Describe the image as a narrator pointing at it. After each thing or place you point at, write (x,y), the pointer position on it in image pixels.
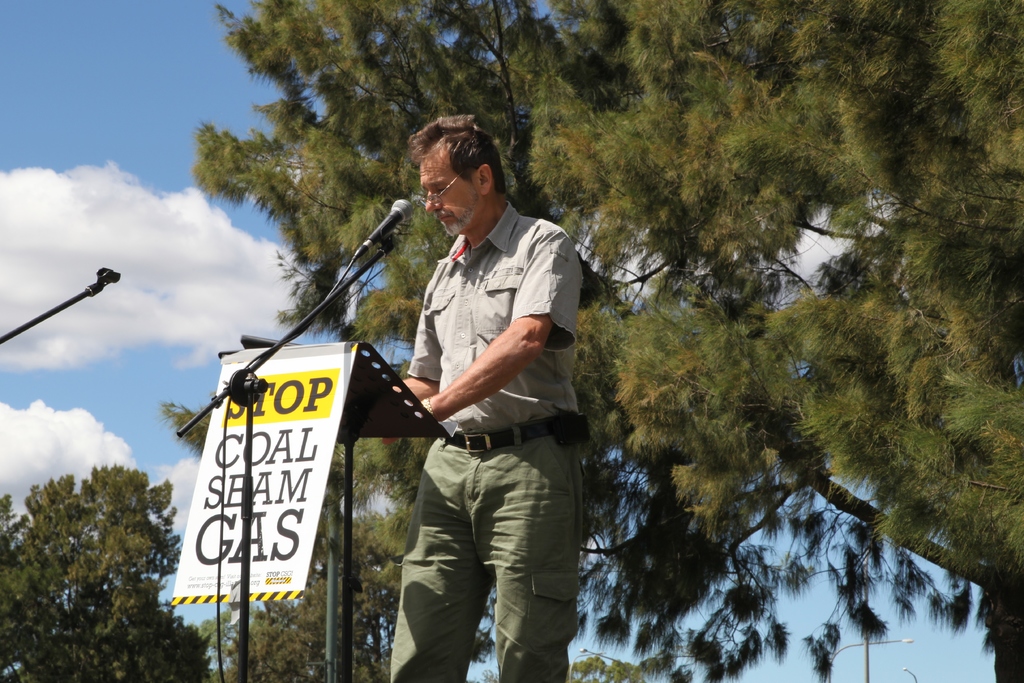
In this picture, we can see a person (457,356) resting his hands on the object (359,383), we can see poster (242,457) with some text (276,384) in it, we can microphones (250,364), trees (288,610), lights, poles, and the sky (221,344) with clouds (16,430).
